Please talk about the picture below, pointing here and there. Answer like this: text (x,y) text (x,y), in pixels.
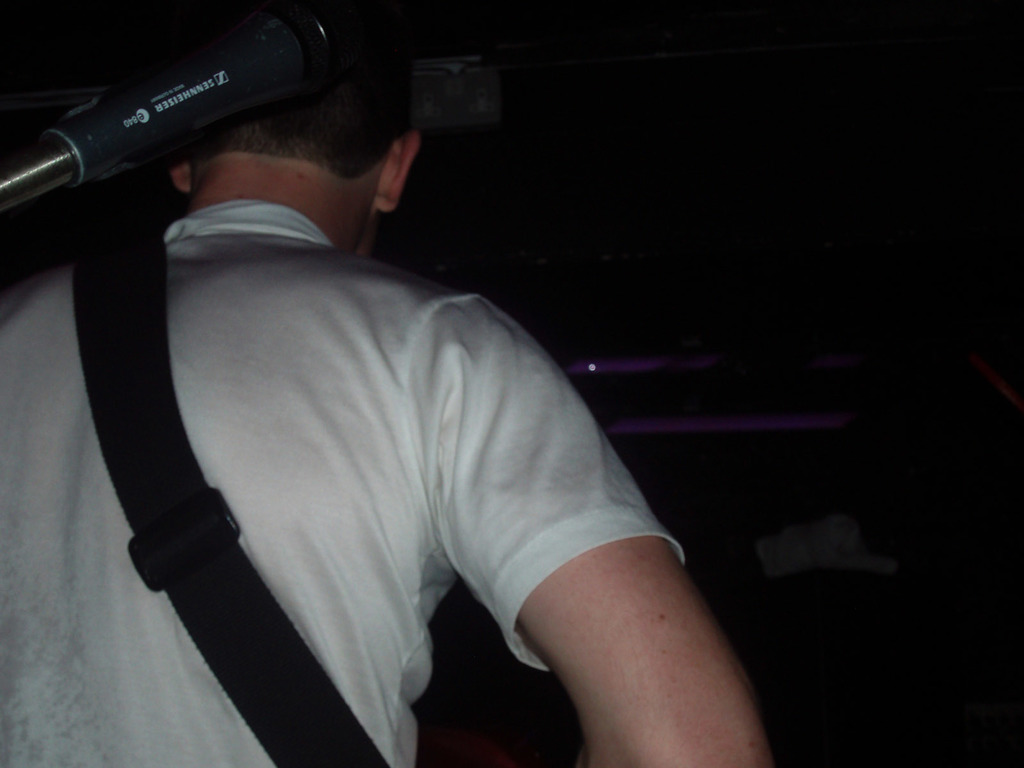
In this image we can see a person (356,330) wearing a white color t-shirt (214,368) and bag (163,243). The background of the image (480,83) is not clear.
